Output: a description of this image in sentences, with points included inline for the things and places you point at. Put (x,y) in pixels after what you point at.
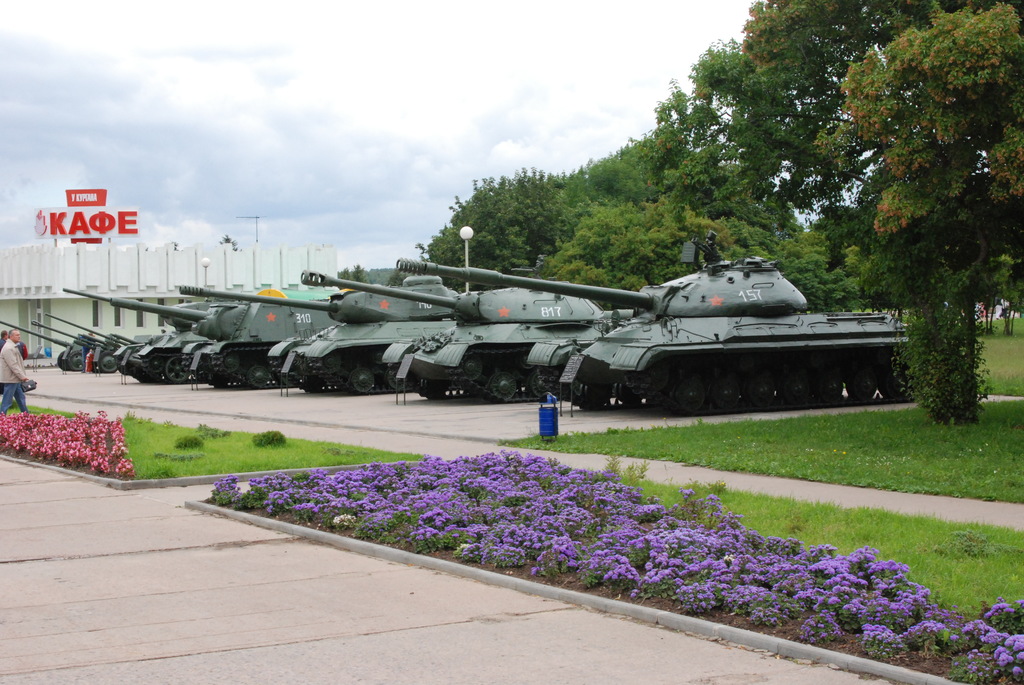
On the left side (14,373), there is a person (8,359) walking on a footpath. Beside him, there are plants (121,439) and grass (327,464) on the ground (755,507). On the right side (772,508), there are plants (971,648) and grass (733,504) on the ground (751,481). In the background (791,285), there are vehicles (264,315), trees (857,278), a building (243,250) and grass (997,412) on the ground (661,475) and there are clouds (295,115) in the sky (174,104).
